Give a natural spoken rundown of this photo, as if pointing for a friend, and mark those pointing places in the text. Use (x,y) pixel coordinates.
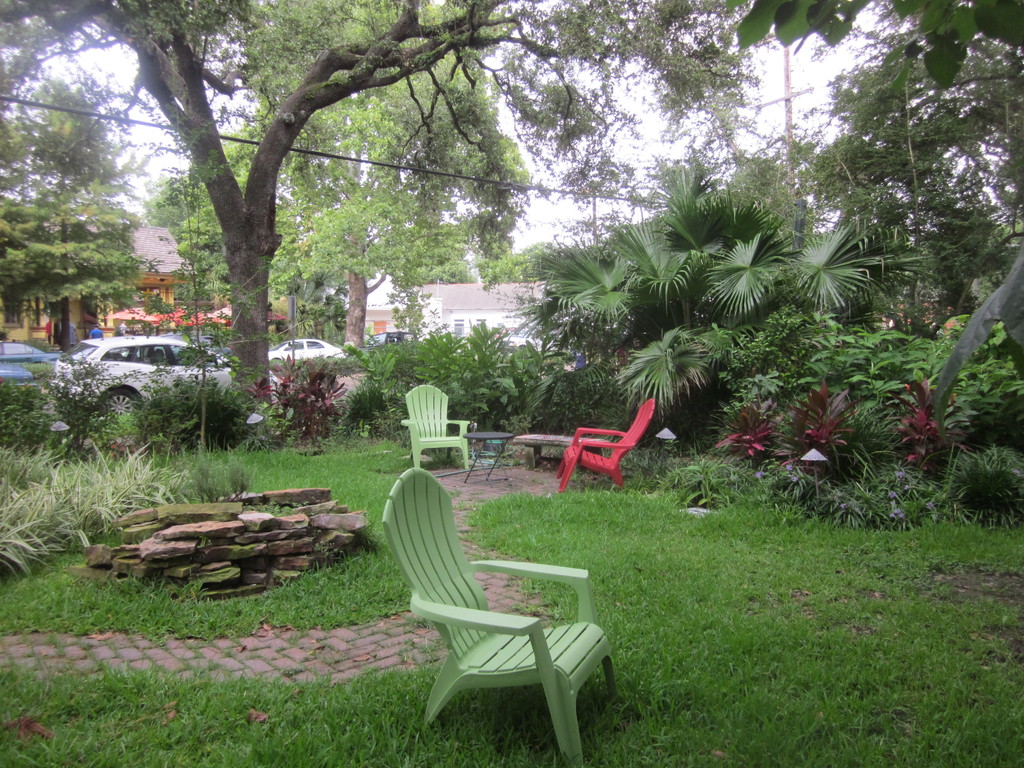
In this image we can see the chairs (613,465), a coffee table (475,437), bench (558,434), stones (269,500), plants (20,396) and also the trees (11,247). We can also see the houses (453,319), vehicles (131,359), grass (733,561), path (495,595) and also the sky (646,162) and a wire (304,150).
